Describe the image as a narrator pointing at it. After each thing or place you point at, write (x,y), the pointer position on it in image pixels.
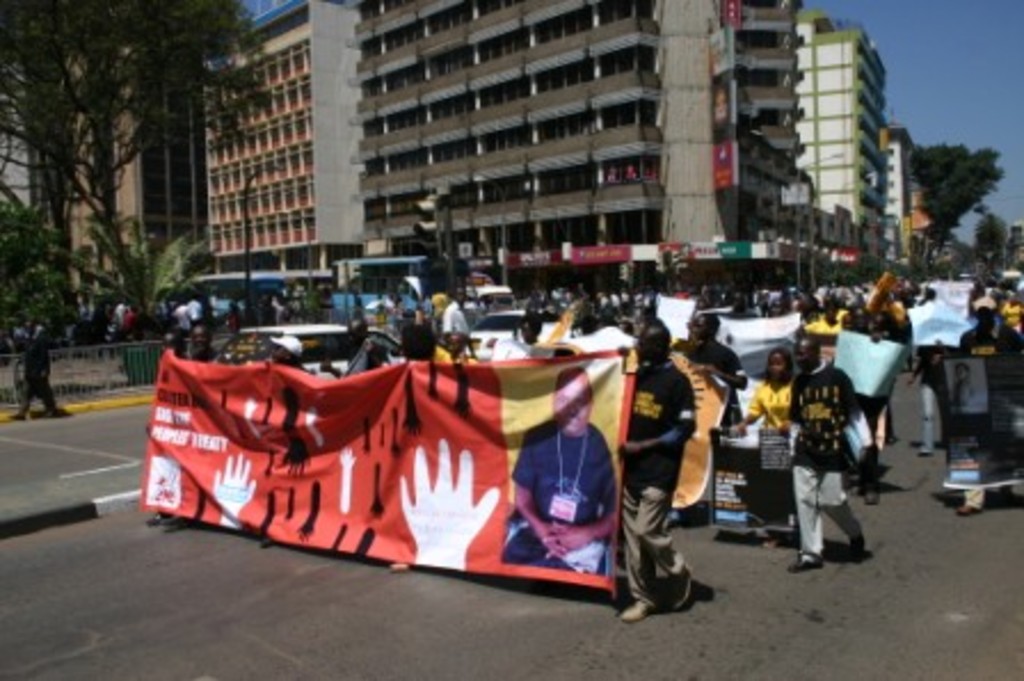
In this image there are people (807,339) walking on the road (906,491) by holding the banners (723,452). On the left side of the image (138,373) there is a metal fence (132,349). There is a street light (245,221). There are traffic lights (423,239). In the background of the image (458,153) there are buildings (734,196), trees (941,235) and sky (958,233).
